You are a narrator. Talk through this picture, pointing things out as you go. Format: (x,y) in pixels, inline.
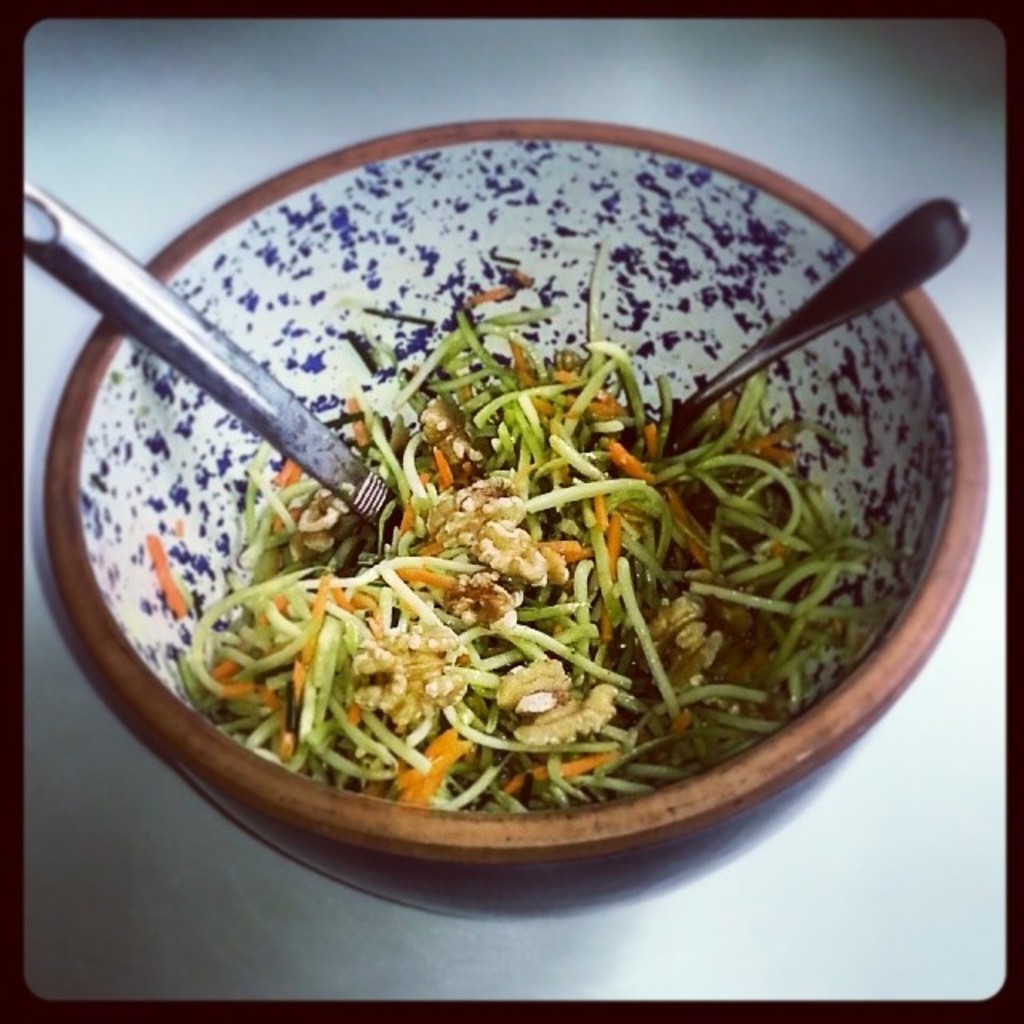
This image consist of food (626,653) which is in the bowl (716,774) along with spoons (322,435).
